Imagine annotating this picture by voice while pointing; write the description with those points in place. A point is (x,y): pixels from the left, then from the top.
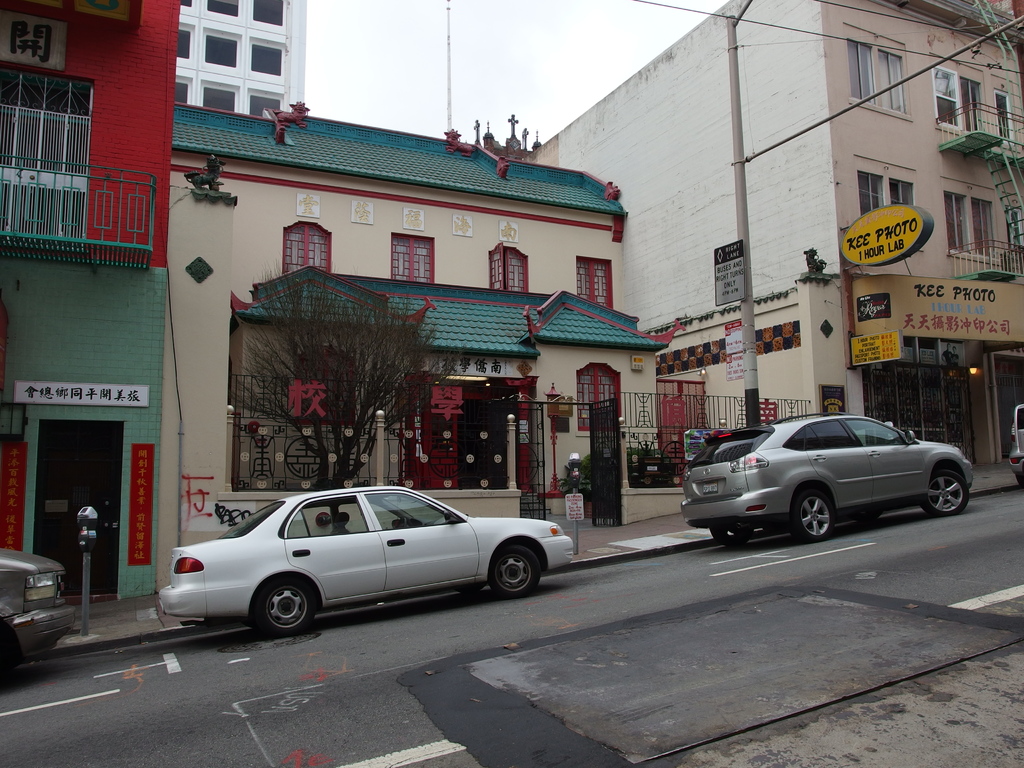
In this picture I can see the vehicles (407,564) on the road (369,629). I can see the metal grill fence (504,475). I can see the buildings (160,432). I can see metal railing stairs (978,127).
